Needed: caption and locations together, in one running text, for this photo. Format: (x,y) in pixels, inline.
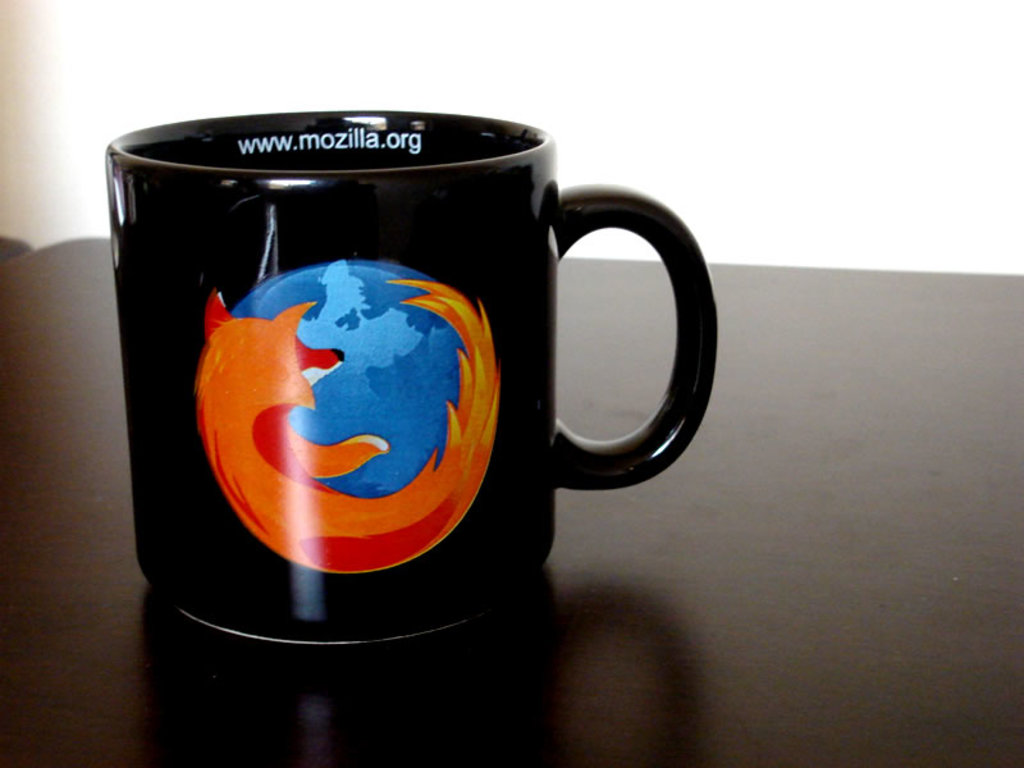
In this image I can see a cup (400,459) on a surface (659,537). A logo (312,330) is represented on the cup (482,341) in the front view and a text (412,148) is represented in the inner view of the cup (329,198).
